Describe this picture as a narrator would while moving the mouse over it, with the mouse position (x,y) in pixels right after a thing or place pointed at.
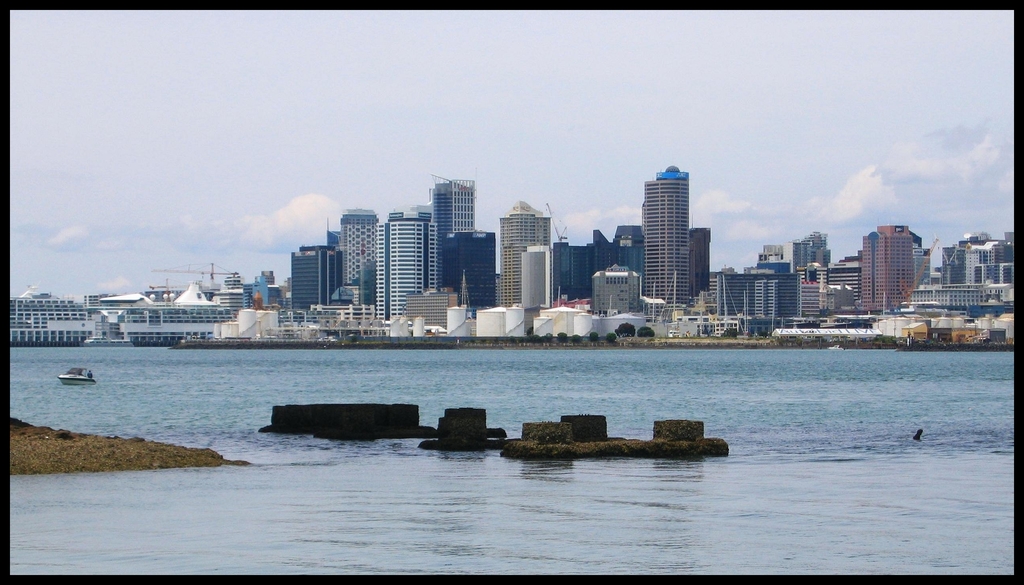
In this picture we can see water (388,522) at the bottom (325,498), there is a boat (70,370) in the water (111,367), in the background (931,295) we can see some buildings (272,278) and plants (611,338), on the left side (70,460) we can see soil (67,442), there is the sky (523,109) and clouds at the top of the picture (665,112).
